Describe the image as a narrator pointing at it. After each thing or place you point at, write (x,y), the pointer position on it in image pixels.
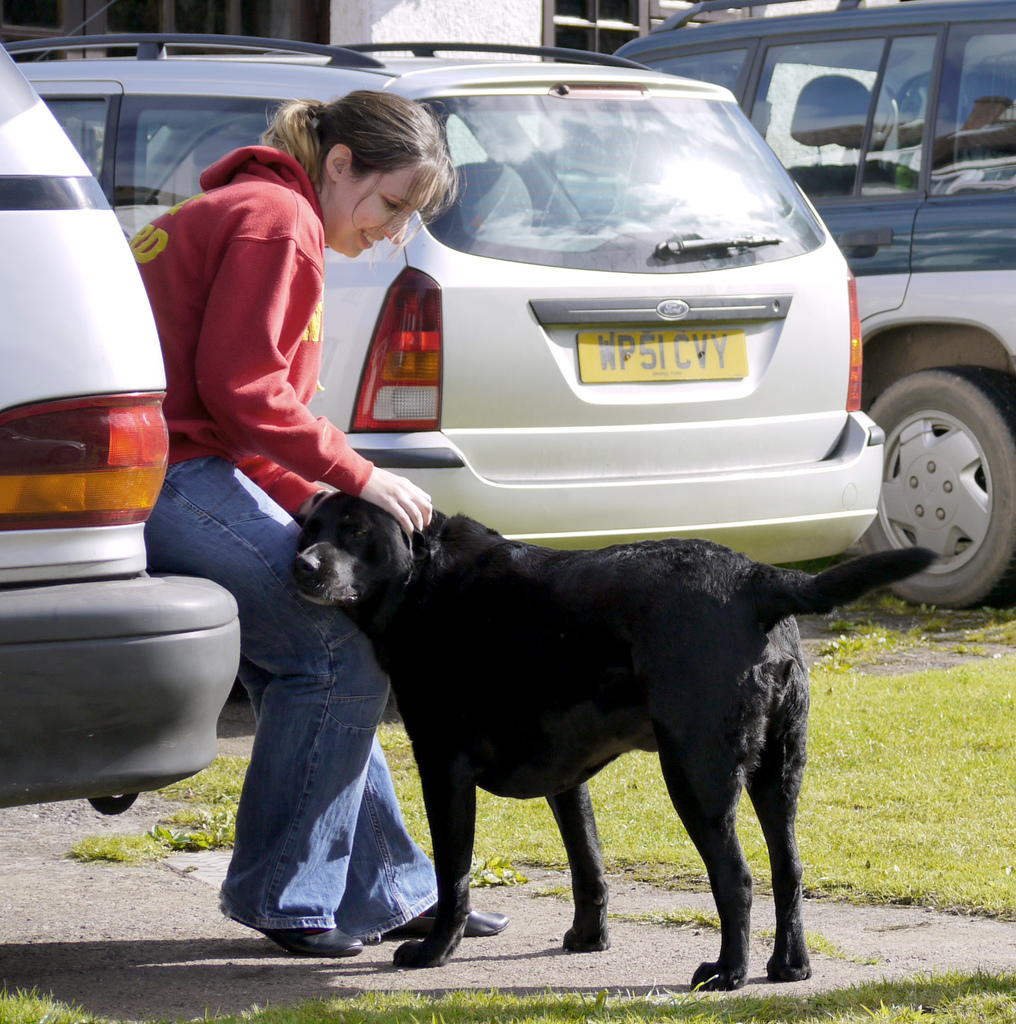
This picture is clicked outside. In the foreground (320,316) we can see a person (230,352) seems to be leaning on the car (148,500) and holding the head (408,552) of a dog (413,562) and the dog (485,625) is standing on the ground (745,830) and we can see the green grass (882,763). In the center (655,344) we can see the cars (408,304) parked on the ground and we can see the text (641,353) and numbers (659,346) on the number plate (658,352) of the car (649,348). In the background (342,9) we can see a building like object (616,18).
